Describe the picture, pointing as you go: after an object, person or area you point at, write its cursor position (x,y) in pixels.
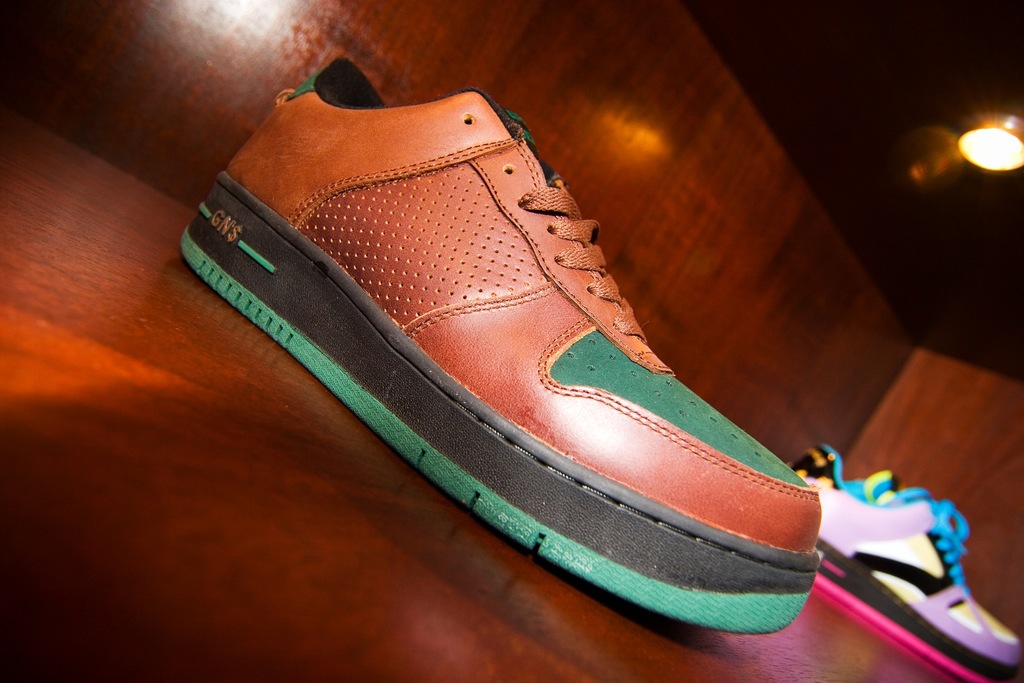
There is a shoe (501,285) in brown, green and black color combination on the floor (480,554). In the background (960,649), there is another shoe (847,570) on the floor (691,660), there is a light (1016,159) attached to the roof (935,64) and there is wall (600,129).
